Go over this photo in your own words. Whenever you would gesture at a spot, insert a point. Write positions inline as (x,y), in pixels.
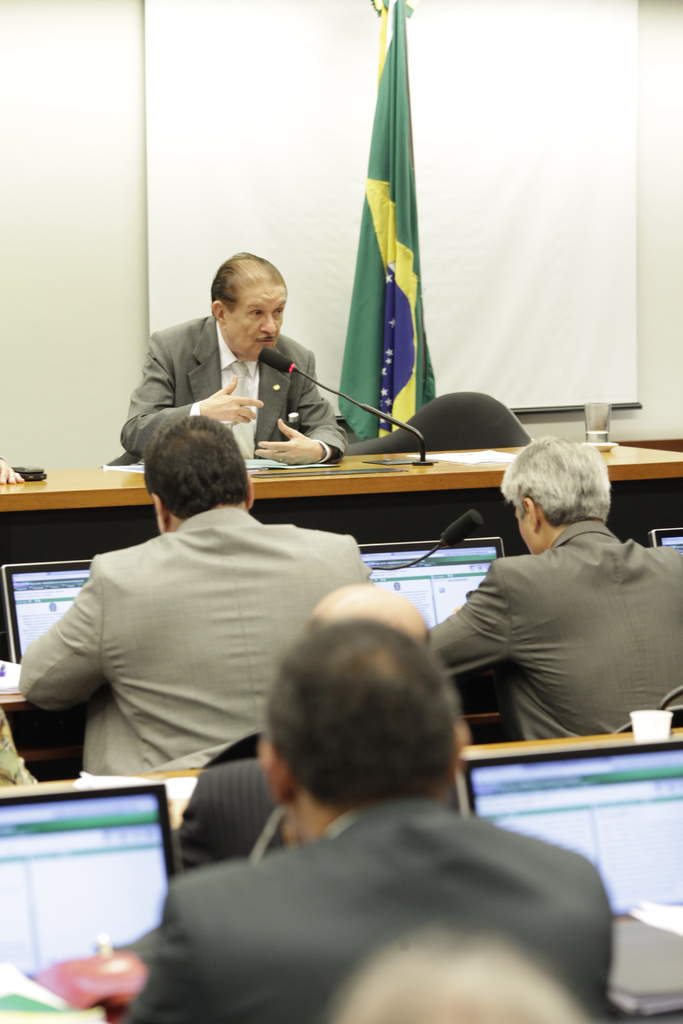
This Picture describe about six person (292,462) in room (482,721) in which first person (240,383) is giving a speech in a microphone (284,367), beside him there is green color flag (377,272) and behind a projector screen (245,167). In front person (564,611) wearing a grey color coat (523,629) is doing some work in computer (444,576) and behind one is sitting and listening to the person (250,316) who is giving a speech.
